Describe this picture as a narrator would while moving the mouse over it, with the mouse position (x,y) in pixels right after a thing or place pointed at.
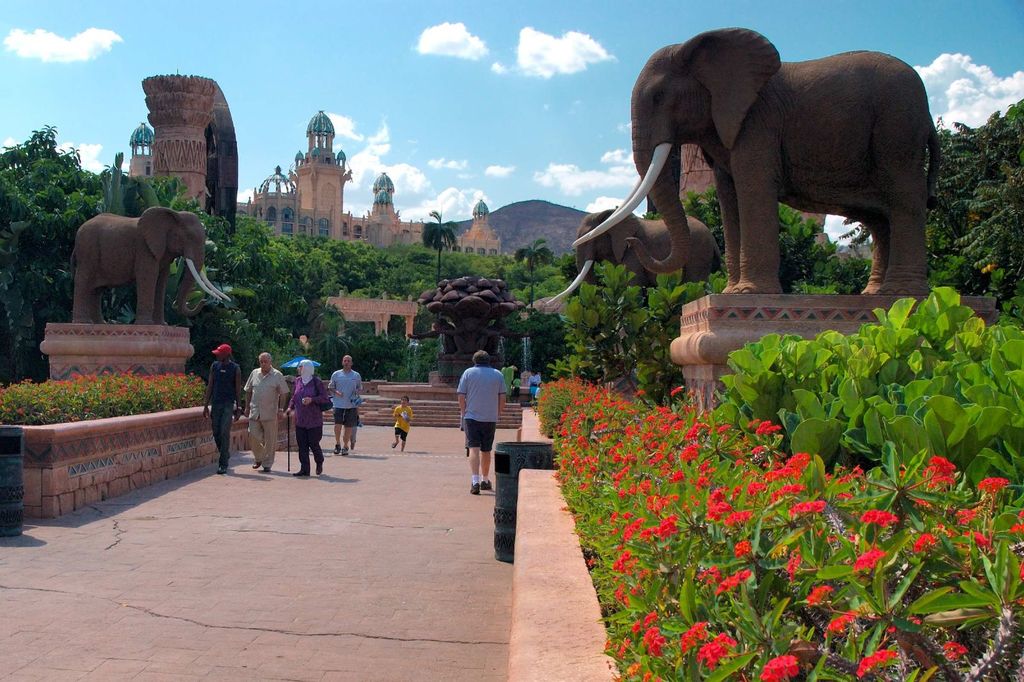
In this image there is the sky (514,111), there are clouds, there are mountains (544,216), there is a building (334,192), there are trees (378,260), there is a sculpture (135,242) of an elephant (170,250), there are plants (119,391), there are flowers (101,377), there are persons (335,417) walking, there is a staircase (429,418), there is a sculpture (489,326) in the middle of the image (477,313), there are trees (999,223) truncated towards the right of the image (961,242), there is an object (20,466) truncated towards the left (22,460) the image, there is a dustbin (513,493), there are trees (56,282) truncated towards the left of the image (38,225).
